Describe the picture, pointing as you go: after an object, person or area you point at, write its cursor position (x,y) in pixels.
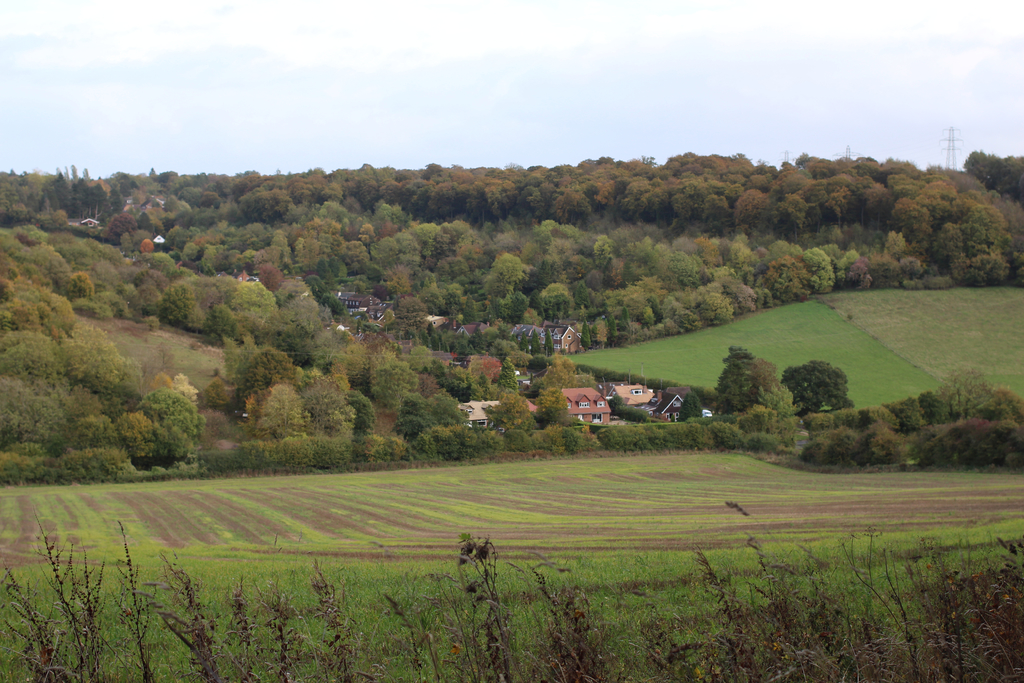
At the bottom of the image (404,595) there is grass (411,599) on the surface (342,633). In the background (589,407) there are buildings (599,398), trees (592,300), towers (955,140) and sky (561,40).
